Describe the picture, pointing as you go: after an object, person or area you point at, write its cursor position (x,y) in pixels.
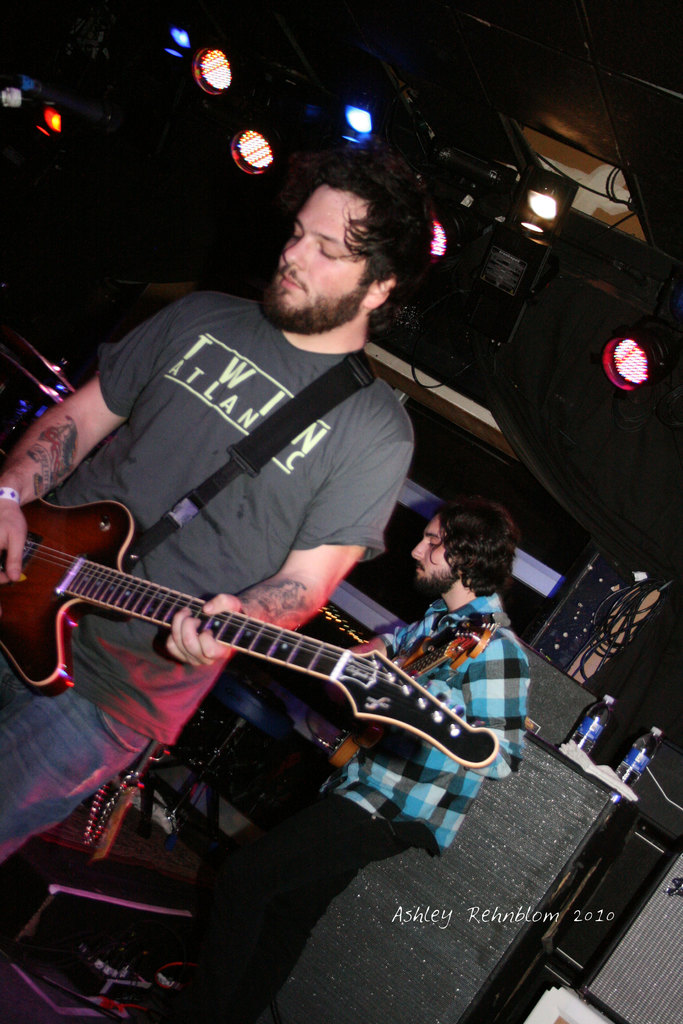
There are two persons (318,375) holding guitar (114,605) and playing. There are lights (621,374) on the top (645,334). In the back (623,736) there's a wall (613,739). On the amplifier (535,744) there are two bottles (644,752) and there are some wires (630,626) in the background (628,605).
